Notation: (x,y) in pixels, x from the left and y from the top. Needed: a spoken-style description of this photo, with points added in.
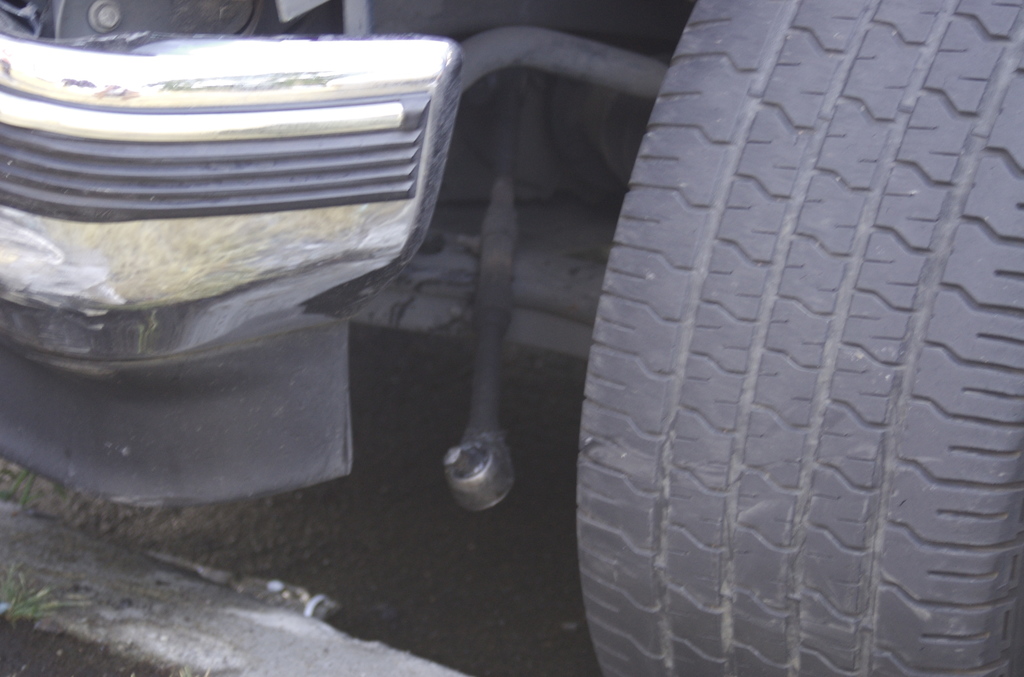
in this image we can see a vehicle (532,310) on the ground (418,557).
